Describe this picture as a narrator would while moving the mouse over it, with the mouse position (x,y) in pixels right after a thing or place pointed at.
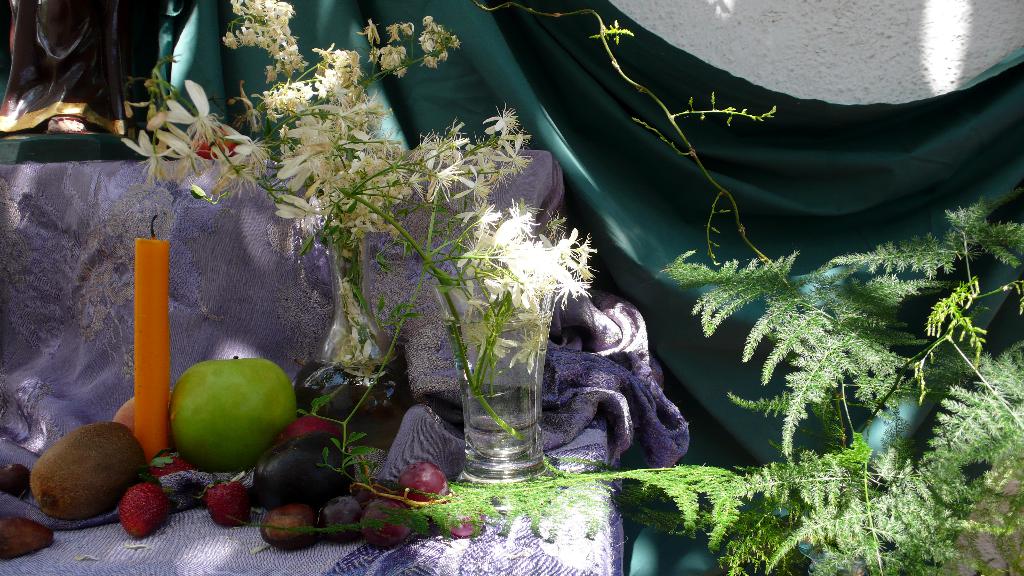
As we can see in the image there is a plant (833,384), white color wall (859,88), green color cloth (832,164) and table (265,570). On table (259,559) there are strawberries (142,491), green apple (286,422), candle (149,358), glass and white color flowers (362,199).
